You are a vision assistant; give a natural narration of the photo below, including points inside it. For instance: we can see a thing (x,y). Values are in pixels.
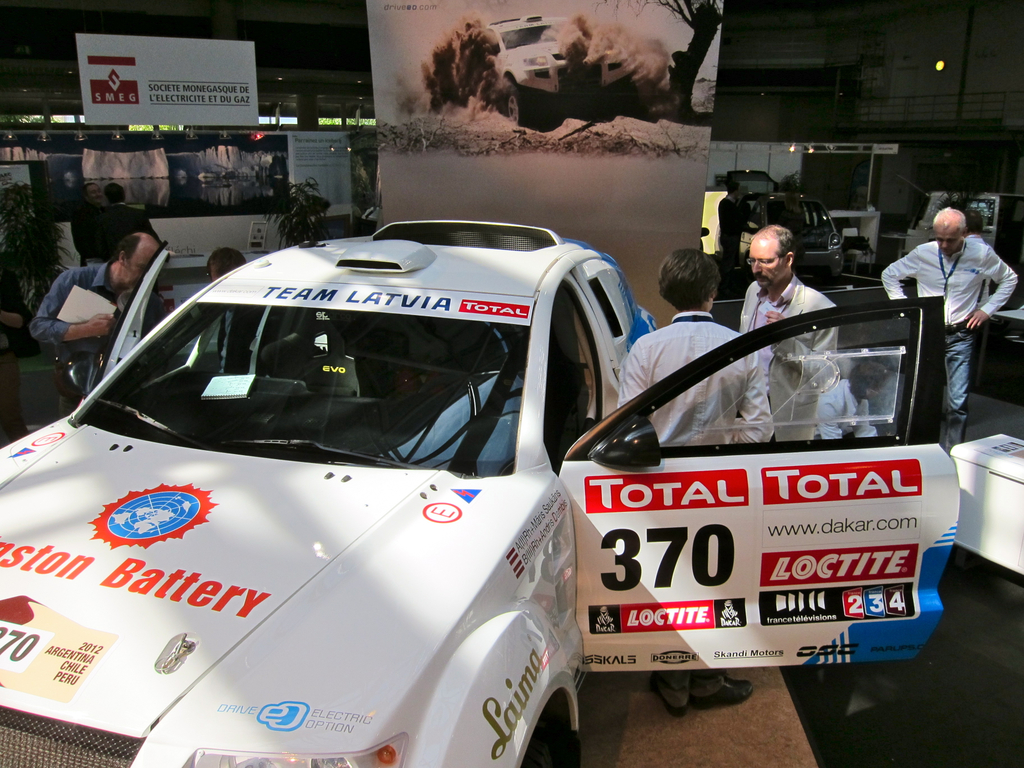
As we can see in the image, there is a banner (528,147), car (439,276) and few people (659,345) standing over here.
